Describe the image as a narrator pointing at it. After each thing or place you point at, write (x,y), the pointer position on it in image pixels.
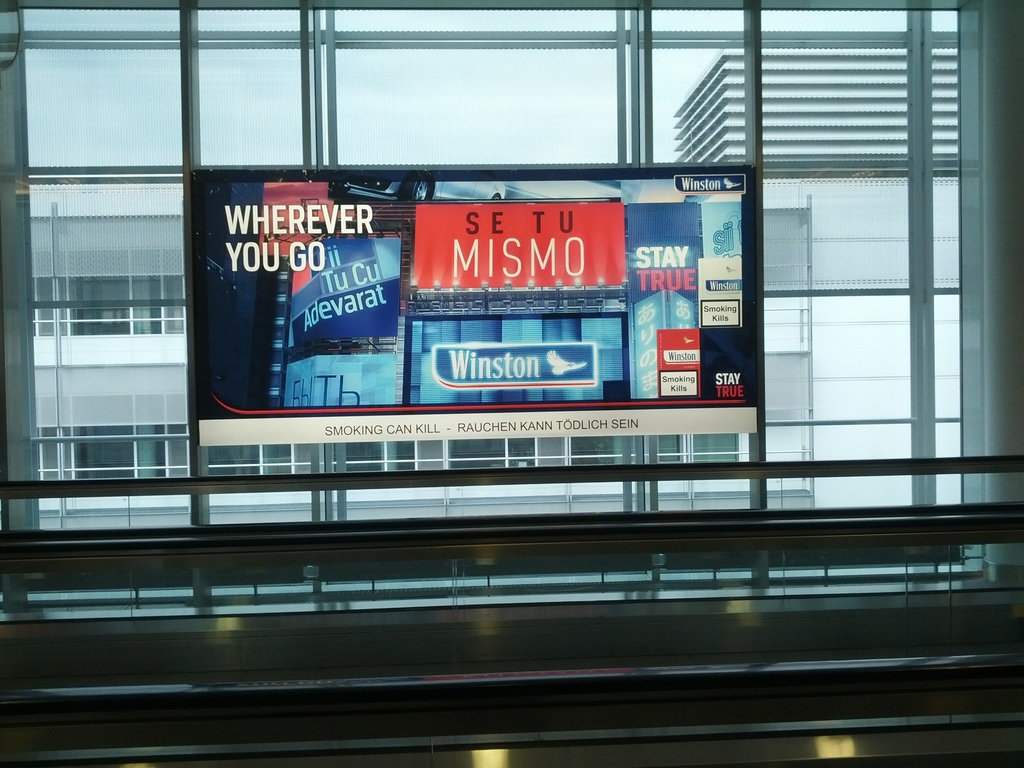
This picture shows a glass window (58,18) of a building (22,240). We see another buildings (65,239) from the glass (54,219) and we see a television (482,430) with some text (461,350) displaying on it and we see a cloudy Sky (342,66).
